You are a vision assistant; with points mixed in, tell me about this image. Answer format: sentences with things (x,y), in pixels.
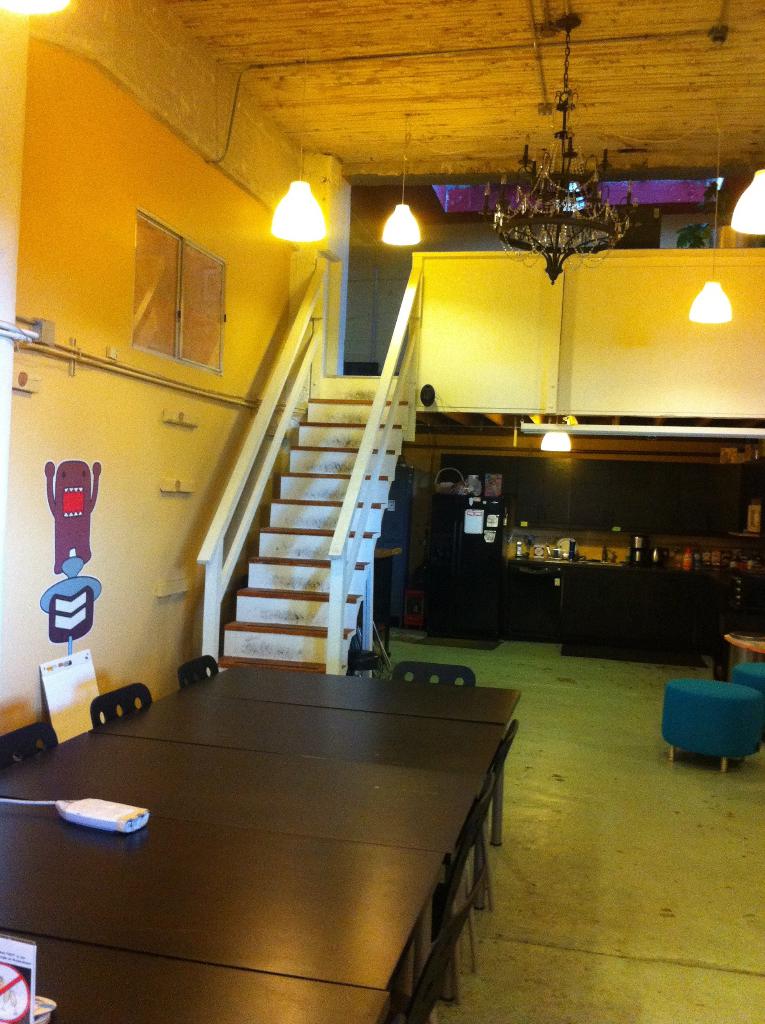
In this image there are few chairs (6,744) surrounded by a table (283,862) having an object (70,802) on it. Behind the table (200,844) there is staircase (303,506) to the balcony (494,280). Right side (555,583) there is a desk (596,566) having few objects (577,555) on it. Right side (724,713) there are few stools (727,703) on the floor (625,780). Few lamps (290,237) are hanged from the roof (502,75). Left side (65,612) there is a picture (81,573) painted on the wall (139,438) having window (166,280).
